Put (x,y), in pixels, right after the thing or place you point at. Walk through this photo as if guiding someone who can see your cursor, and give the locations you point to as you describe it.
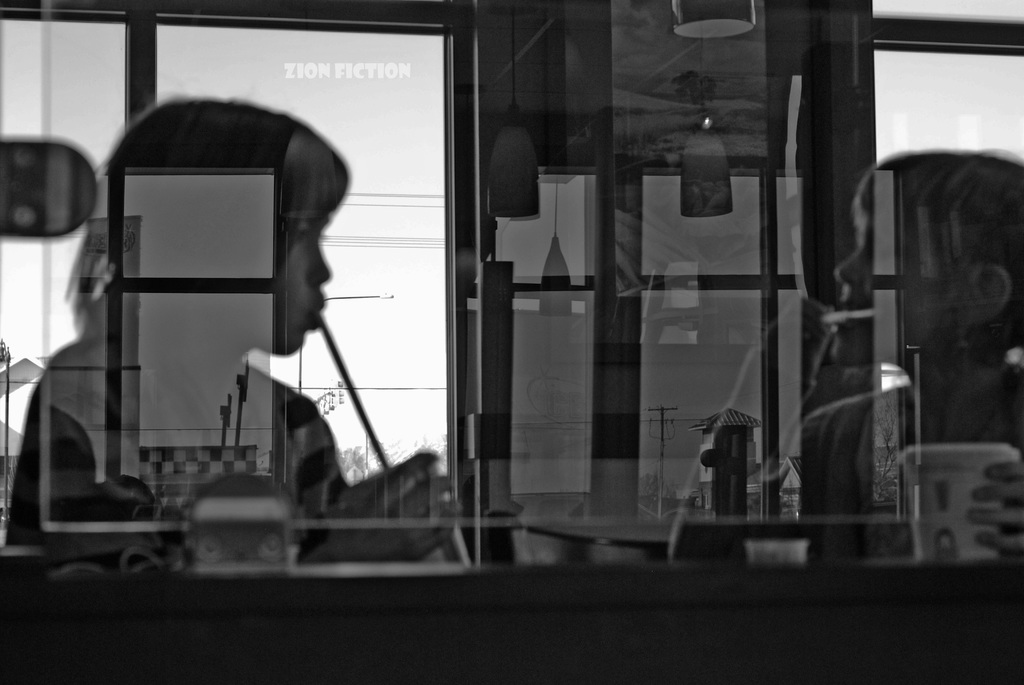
In this image I can see the glass (460,317). In the glass (193,234) I can see two persons (963,354) and I can also see few light poles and the image is in black and white.
